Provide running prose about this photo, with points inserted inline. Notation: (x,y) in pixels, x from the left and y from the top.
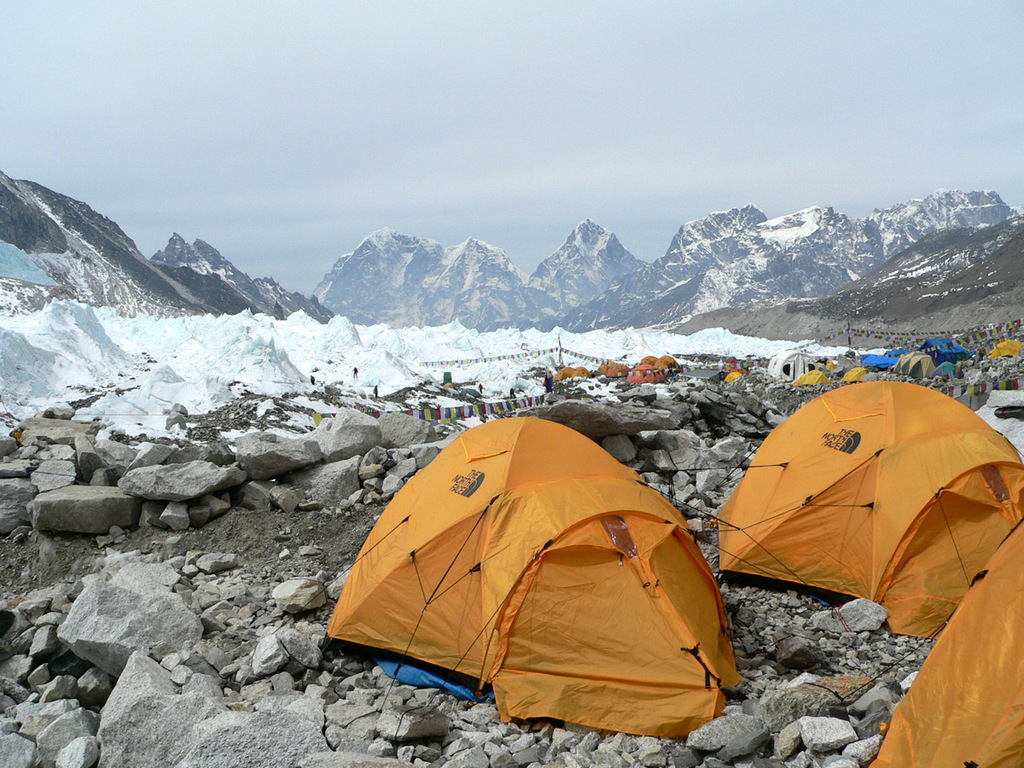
In this image we can see snow (271,349), mountains (464,285), tents (468,529), stones (626,448) and sky (579,105).
